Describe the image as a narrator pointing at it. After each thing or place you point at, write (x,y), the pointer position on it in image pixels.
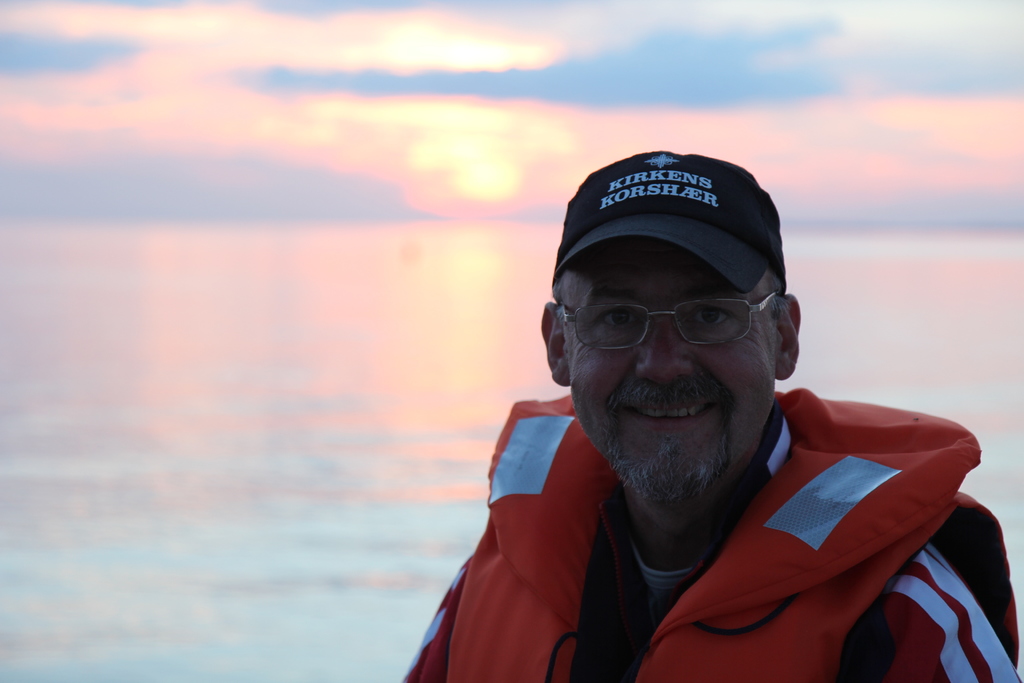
In this image, we can see a person (671,321) wearing spectacles (697,338) and a cap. We can see some water (259,326). We can see the sky (373,129) with clouds (382,129).
